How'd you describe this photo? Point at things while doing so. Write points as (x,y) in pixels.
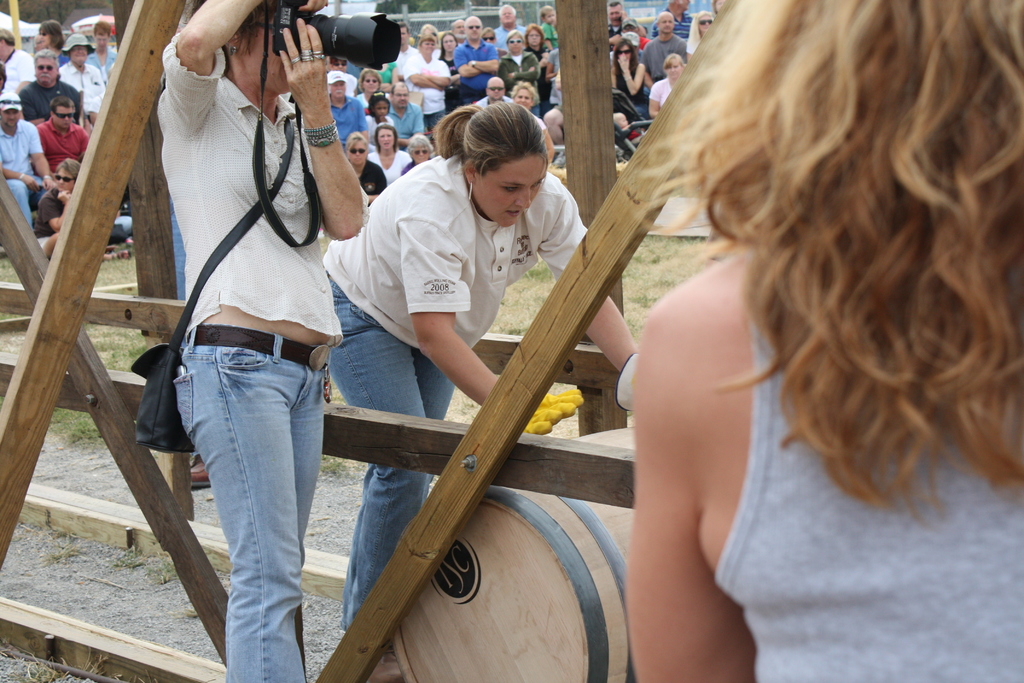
In this picture there is a woman (274,426) standing and holding the camera (276,27) and there is a woman (373,466) standing and pushing the drum (408,627). In the foreground (897,168) there is a person (913,572). At the back (556,31) there are group of people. At the bottom (171,599) there is grass (33,663) and there is ground (129,574).
